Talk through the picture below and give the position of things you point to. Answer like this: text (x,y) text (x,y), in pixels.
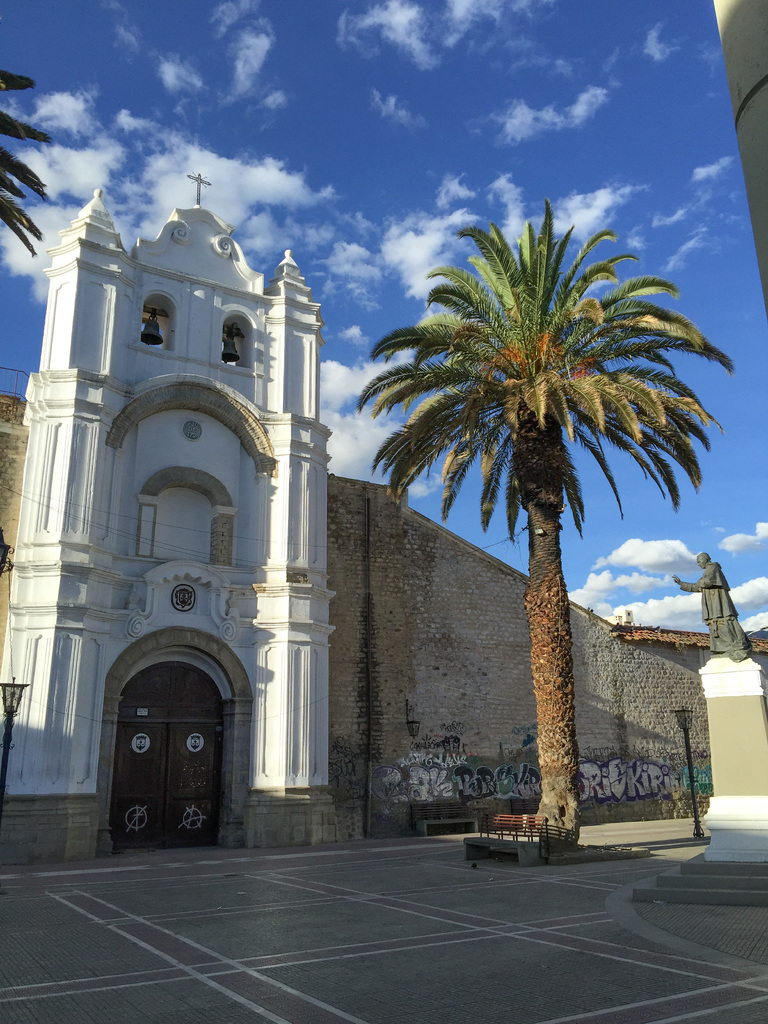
In this image I can see the trees (565,798), pole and the statue (711,643). In the background (312,695) I can see the building (203,602), clouds (577,218) and the sky (416,163).
